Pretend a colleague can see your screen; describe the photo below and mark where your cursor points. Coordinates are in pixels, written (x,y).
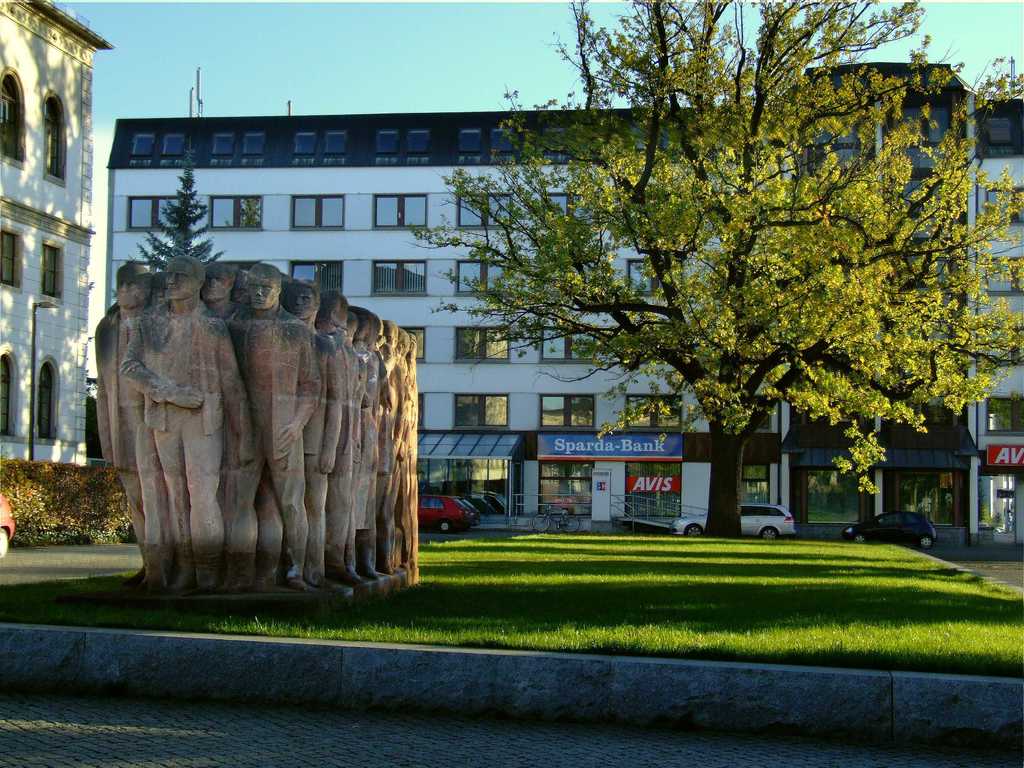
In this picture we can see stone statue (321,579) in the middle of the green lawn (418,597). Behind there is a building (509,402) with many windows (508,414) and on the bottom side (467,521) there is a bank (558,503) and some cars (446,523) are parked. On the left corner (42,227) there is a white building (40,245).
